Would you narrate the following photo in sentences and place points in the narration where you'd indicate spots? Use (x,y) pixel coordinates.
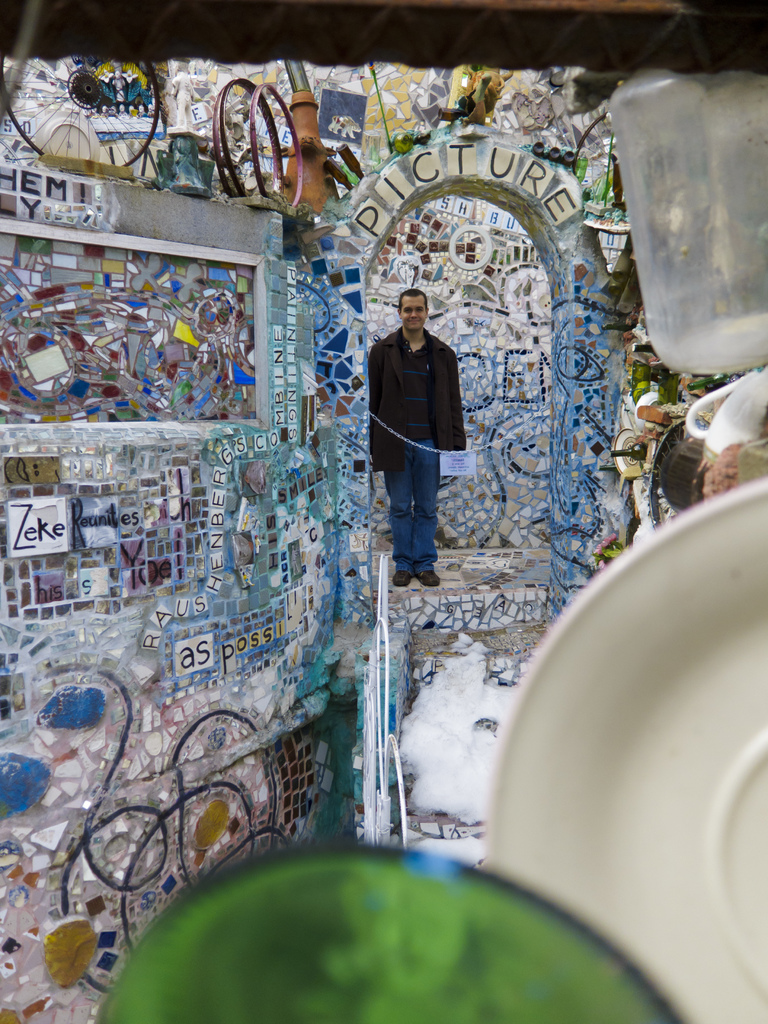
In this picture we can see a person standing on the ground (545,584), here we can see some objects (440,944).
